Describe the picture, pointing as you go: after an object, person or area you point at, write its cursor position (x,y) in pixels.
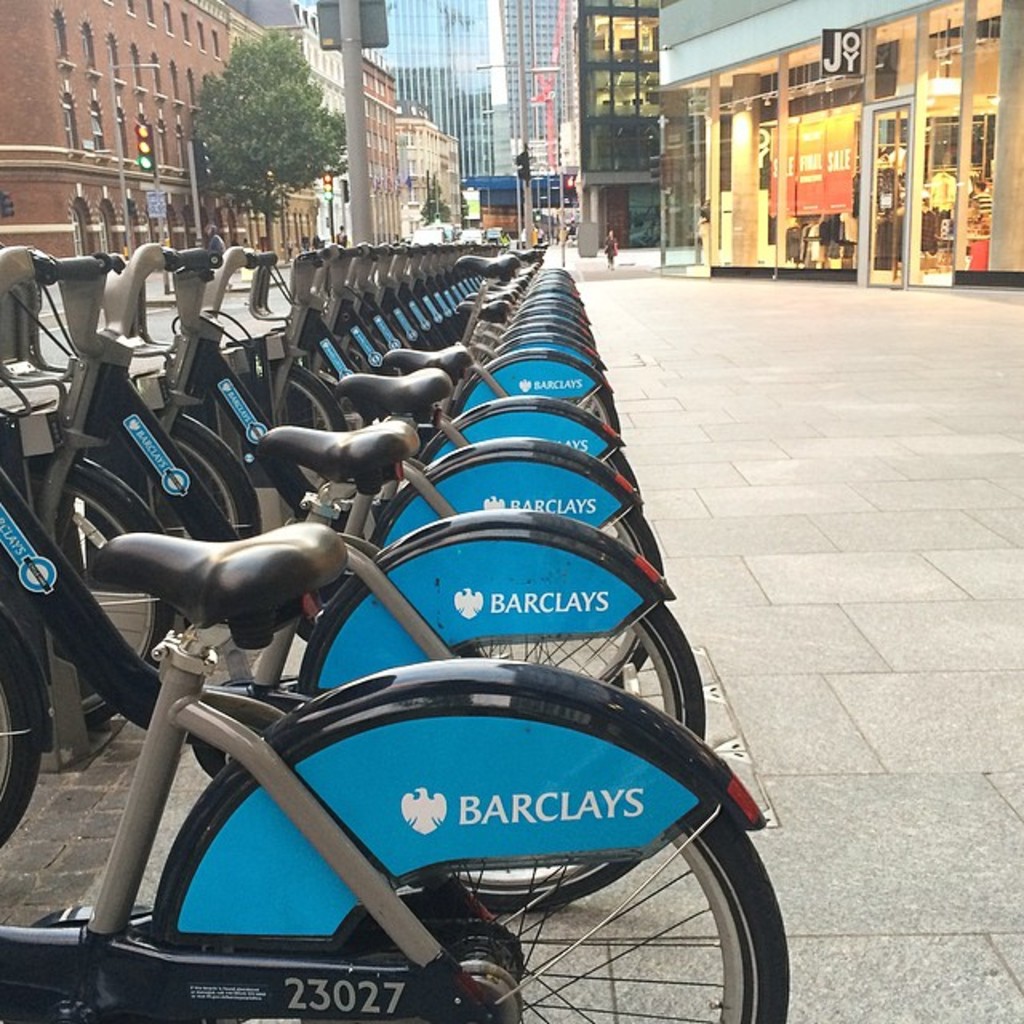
In this picture we can see there are bicycle (281,553) on the ground (51,898). Behind the bicycles (397,360), there are buildings (413,156), poles (365,176) and trees (447,213). On the left side of the image (197,228), there is a pole (160,226) with traffic signals (145,138). In the top right corner of the image (800,206), there is a banner (805,204) and some objects (925,201) inside the building (904,160).
